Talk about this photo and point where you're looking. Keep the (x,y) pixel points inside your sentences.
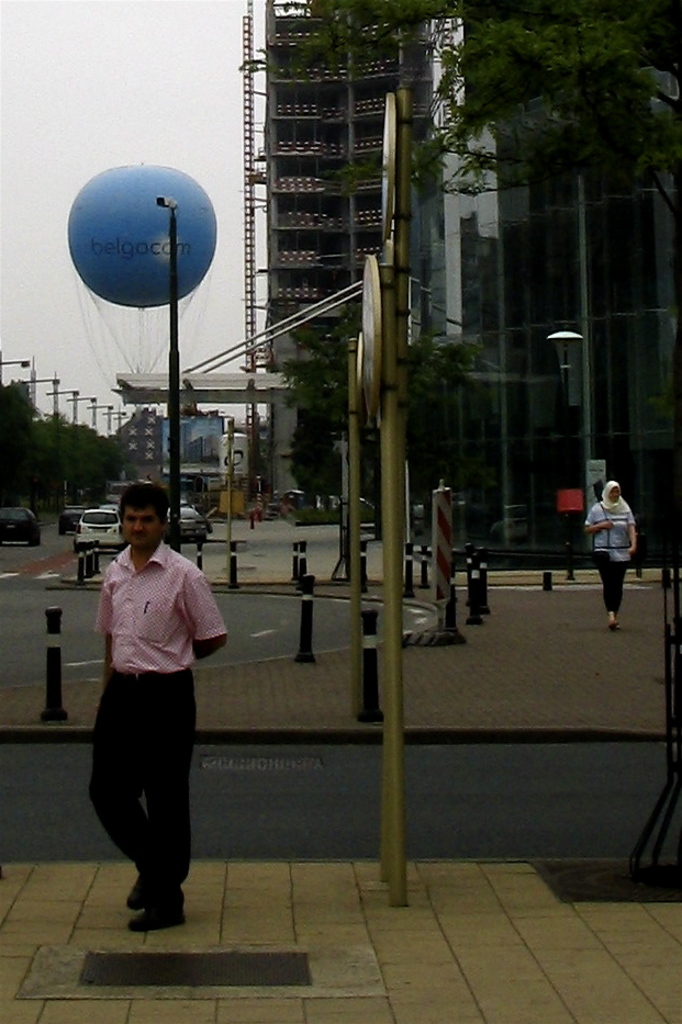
In this image I can see a group of people (162,703), boards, light poles (24,363), trees (99,455) and fleets of vehicles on the road (43,619). In the background (337,129) I can see buildings (466,204), metal rods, balloon (168,302) and the sky (149,309). This image is taken may be on the road (437,813).
